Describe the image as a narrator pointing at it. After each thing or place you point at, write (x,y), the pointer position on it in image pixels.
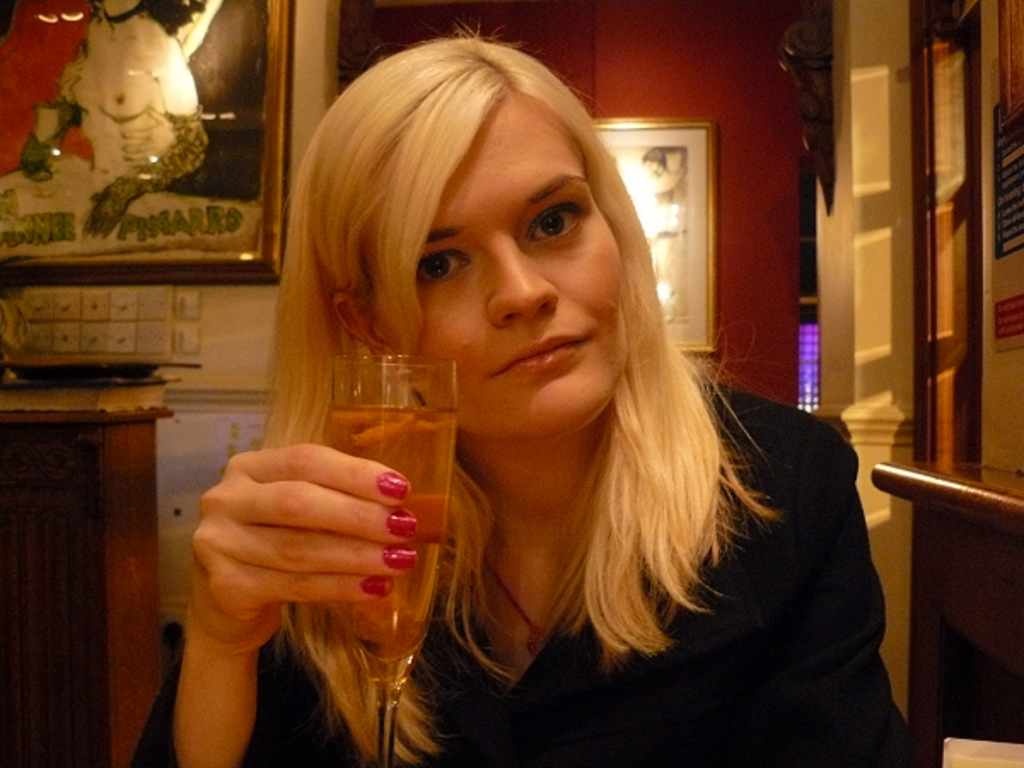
A woman (591,326) is posing to camera holding a wine glass (372,453) in her hand (336,475). She wears a black color suit (793,584). There are some paintings (174,105) in the background (161,107).
